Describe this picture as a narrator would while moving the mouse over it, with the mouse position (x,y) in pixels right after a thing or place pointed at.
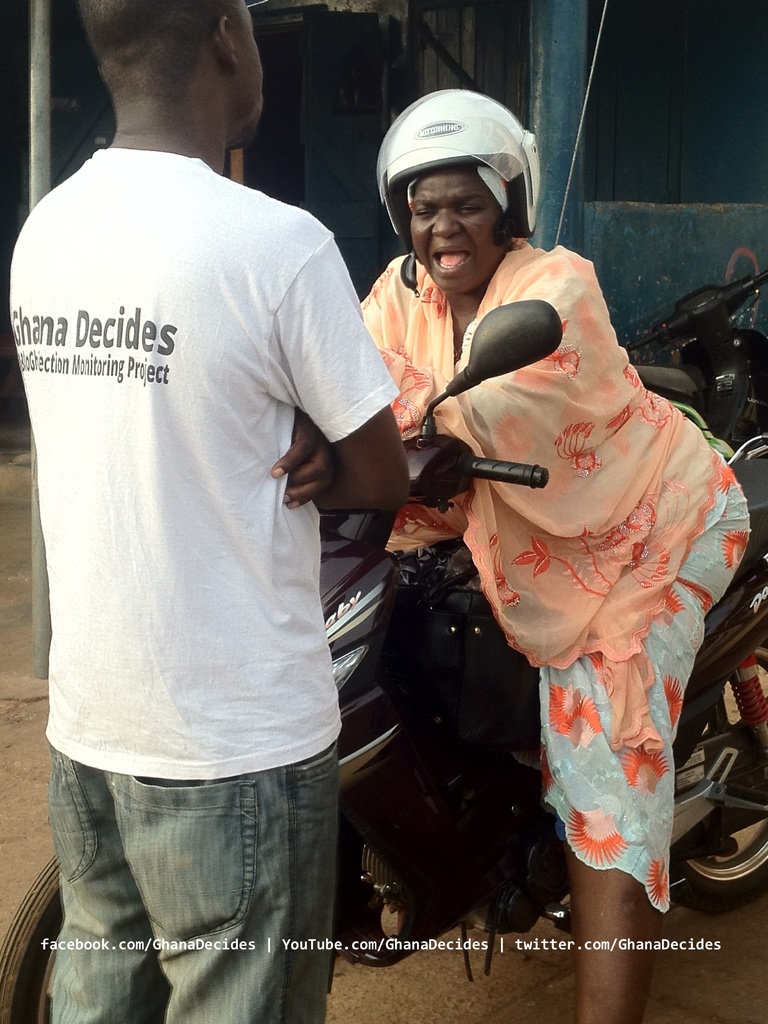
In this image I can see two persons (624,413) where one is sitting on a vehicle (371,913) and one is standing. Here I can see he is wearing white t shirt (285,275) and she is wearing white helmet (401,194). I can also see something is written over here. In the background (739,289) I can see one more vehicle (742,377) and I can also see watermark (691,942) over here.
